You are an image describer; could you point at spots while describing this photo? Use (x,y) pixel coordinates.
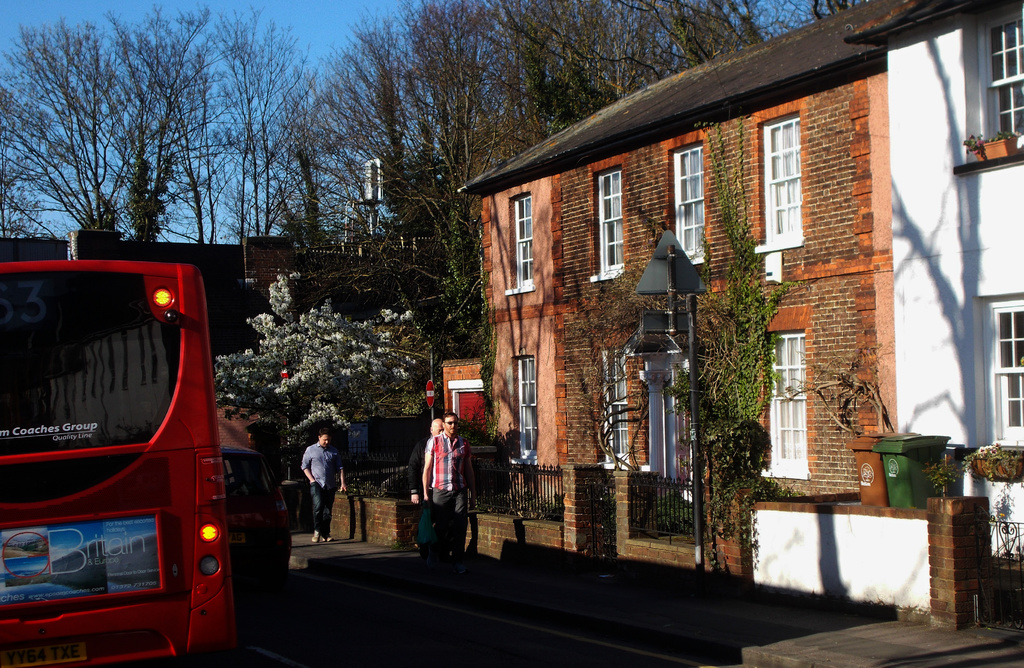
On the left side of the image (130,491) we can see few vehicles (215,482), in the background (285,340) we can find few trees (343,253), buildings (290,264), flowers (290,324) and group of people (441,445), on the right side of the image (691,332) we can find a sign board (654,260), metal rods (689,486) and dustbins (910,466).
